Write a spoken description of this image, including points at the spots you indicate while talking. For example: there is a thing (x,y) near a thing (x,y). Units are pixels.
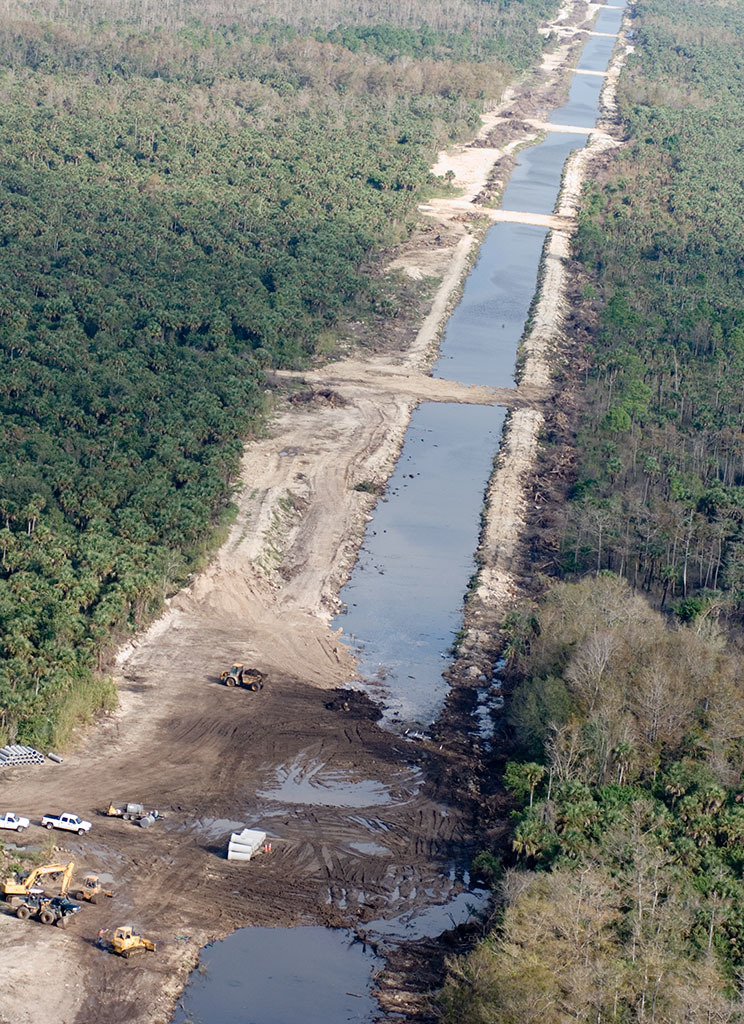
At the bottom of the image (276,1017) we can see some vehicles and water (250,976). In the middle of the image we can see some trees (198,44).
